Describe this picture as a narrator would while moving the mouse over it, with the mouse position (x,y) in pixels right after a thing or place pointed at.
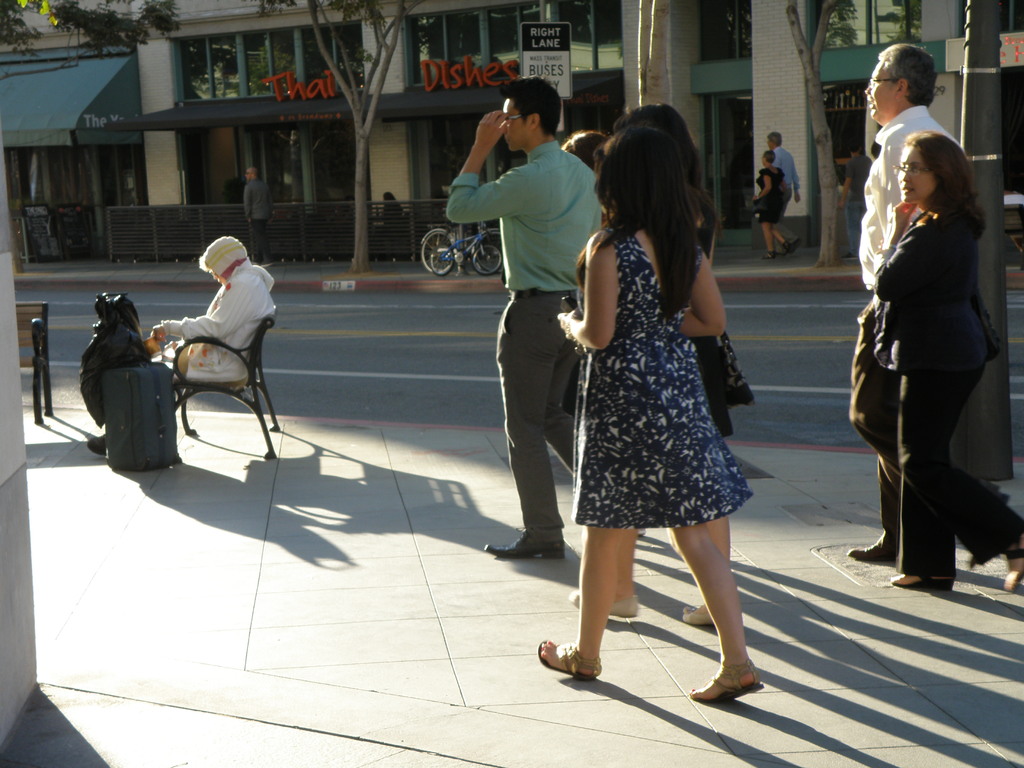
To the right side of the image (861,169) there are people (929,170) walking on the pavement (426,554). There is a person (248,267) sitting on chair (184,383). At the background of the image (300,159) there are buildings (151,61), trees (123,46). In the center of the image (435,352) there is road (407,359).
